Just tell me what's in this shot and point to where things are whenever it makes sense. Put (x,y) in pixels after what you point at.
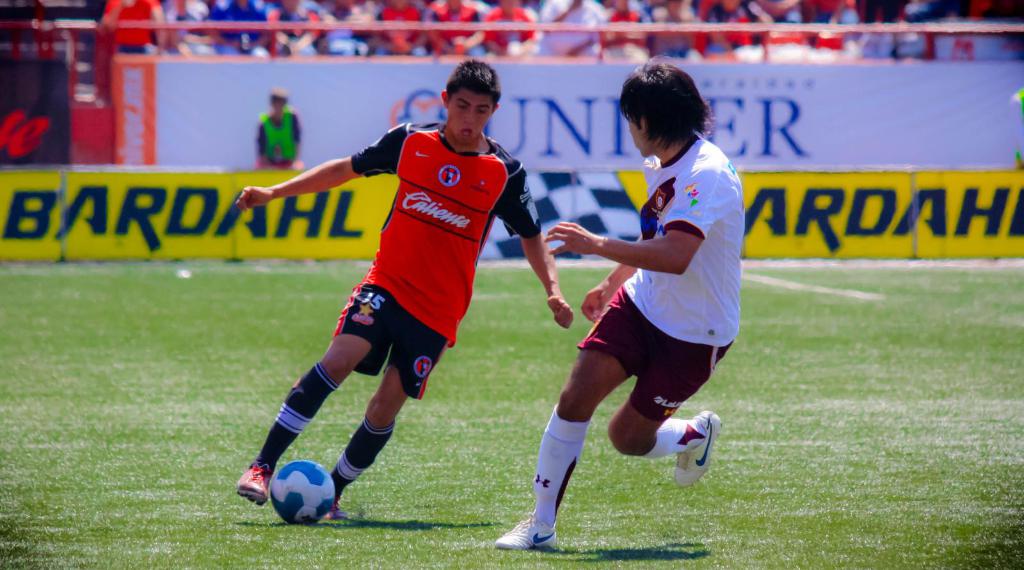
In this image, there is an outside view. There are two persons (407,332) playing a football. There is a board (294,216) in the middle of the image (587,196). There is a crowd (333,47) at the top of the image (295,14).
